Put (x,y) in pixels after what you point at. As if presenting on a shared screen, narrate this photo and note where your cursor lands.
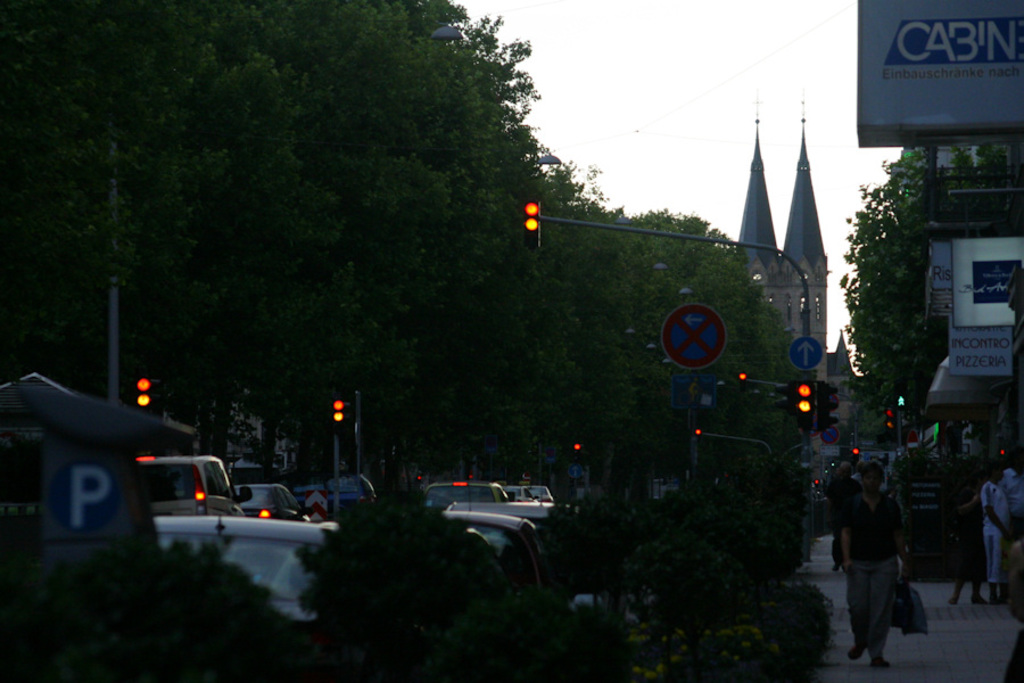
In this image I can see traffic signals (147,384), trees (330,390), cars (289,532), people (862,508), building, the sky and the name boards (942,102).
